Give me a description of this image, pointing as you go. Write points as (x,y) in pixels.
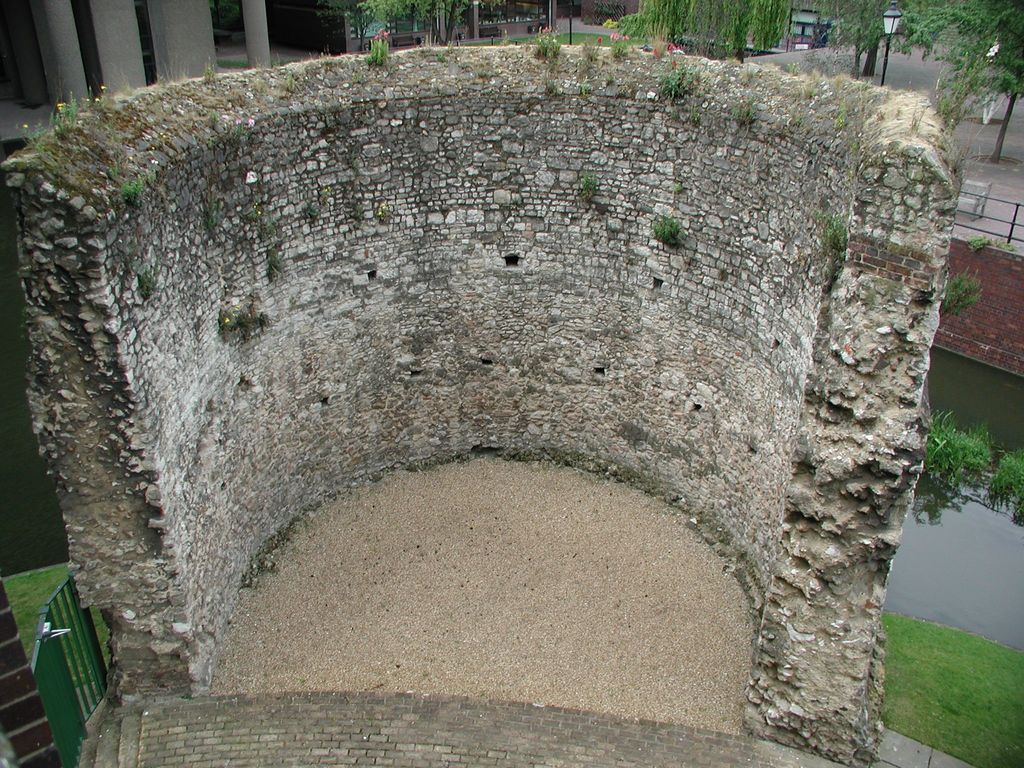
In this picture I can see the half broken brick wall (446,272). In the back (89,48) I can see the building (142,43), pillar (195,41), trees (842,7) and street lights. On the right (982,497) I can see the water (986,420) and fencing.
